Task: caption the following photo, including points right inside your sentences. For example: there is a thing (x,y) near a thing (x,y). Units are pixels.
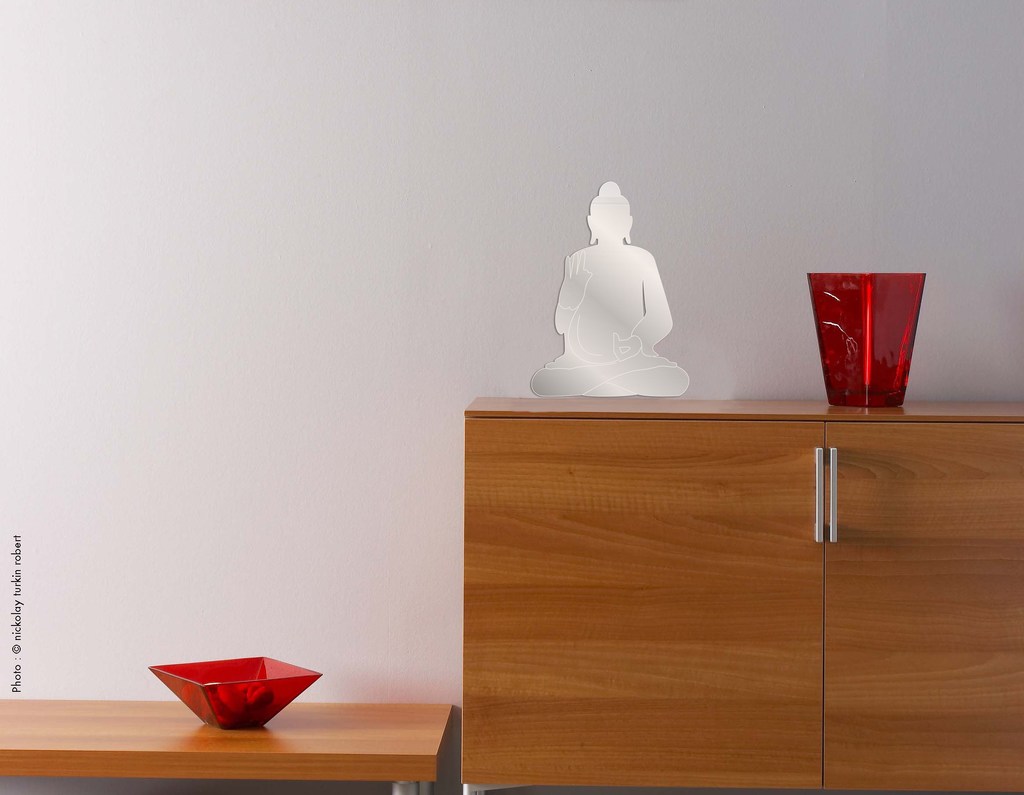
In the image we can see there is a table (751,431) on which there is a red colour glass (861,353) and beside it there is a buddha statue (604,305) and on the bottom (313,722) there is another table (416,731) on which there is a red colour bowl (216,692).
